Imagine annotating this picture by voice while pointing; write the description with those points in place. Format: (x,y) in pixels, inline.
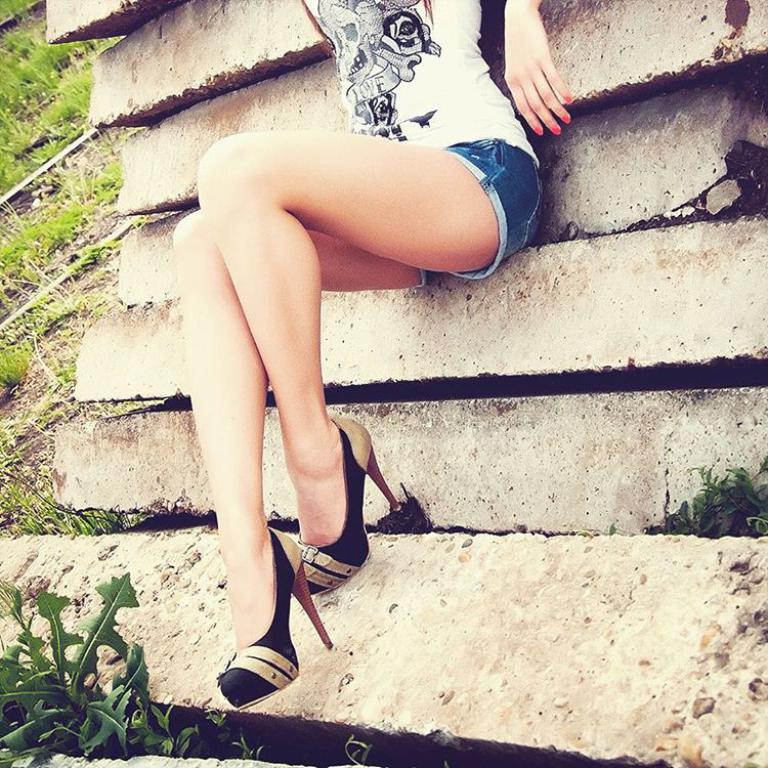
In this image there is a person (459,272) on the stones (156,317), and there is grass (49,83), plant (53,625).
